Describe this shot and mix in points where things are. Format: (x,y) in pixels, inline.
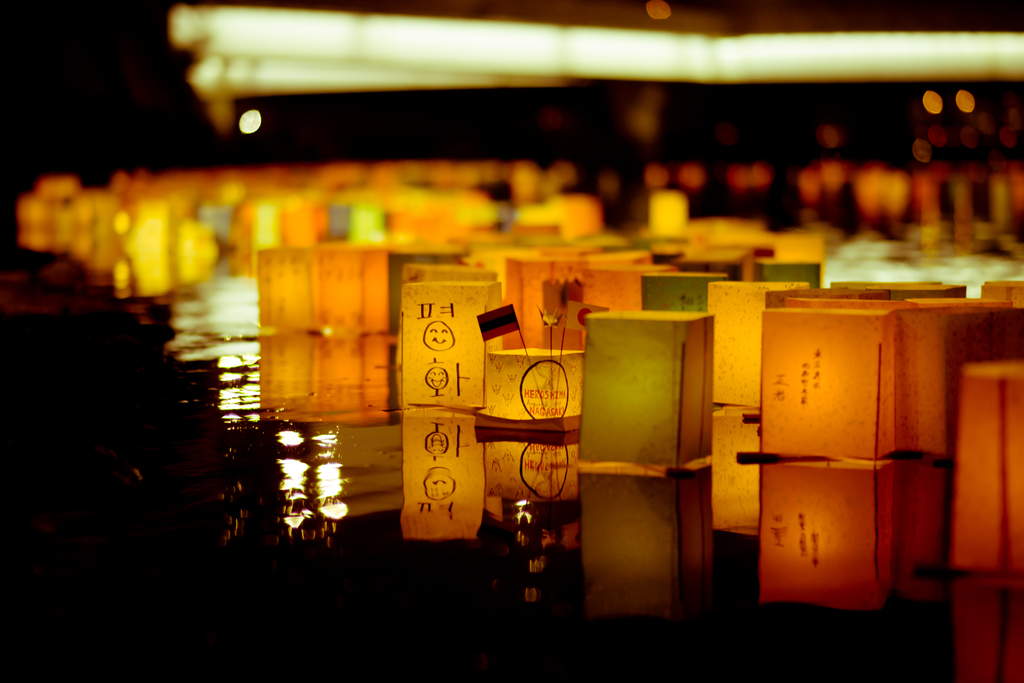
In this picture I can see few lanterns (592,272) floating on the water (606,567) and I can see lights (785,44) on the top (778,63).
